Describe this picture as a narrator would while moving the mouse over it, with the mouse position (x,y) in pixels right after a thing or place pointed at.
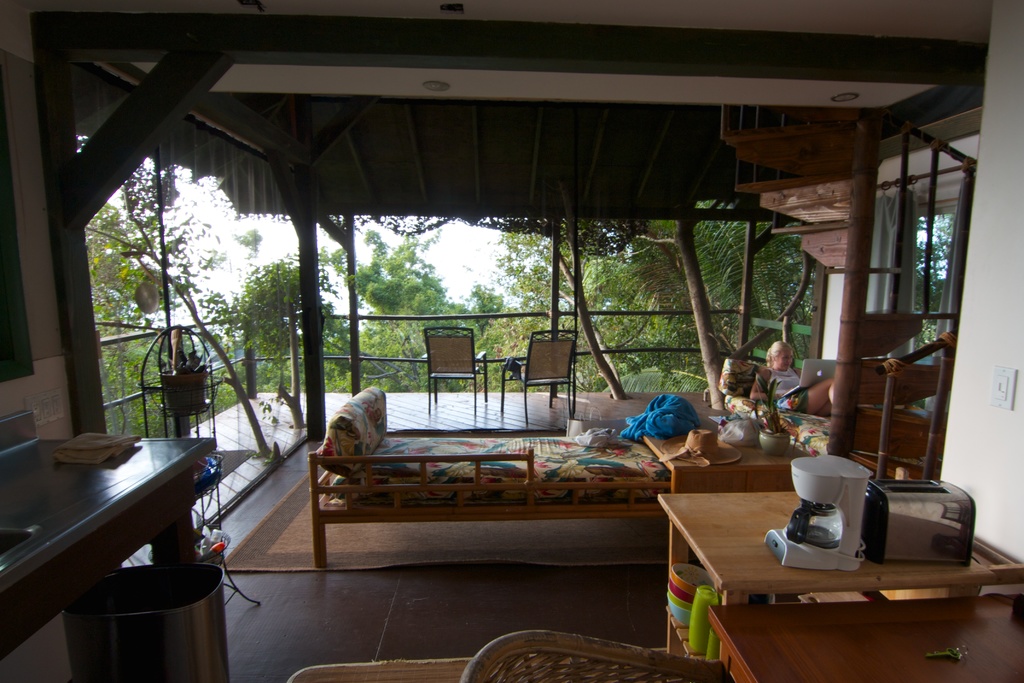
In this image I can see the electronic gadgets (854,541) on the table (731,536). I can also see few colorful cups (693,571). To the left (101,442) I can see the dustbin (152,641) and the cloth (100,456) on the surface (71,496). To the side I can see the bed (587,470) and there is a flower pot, cloth (650,428), hat (704,451) and some objects (745,438) on the brown color surface (745,463). In the background (805,409) I can see the person (789,384) with laptop (827,377) and the person (820,389) is lying on the bed (794,416). I can also see the chairs (562,364) and railing (421,361). In the background (477,293) I can see many trees (431,293) and the sky (214,246).
